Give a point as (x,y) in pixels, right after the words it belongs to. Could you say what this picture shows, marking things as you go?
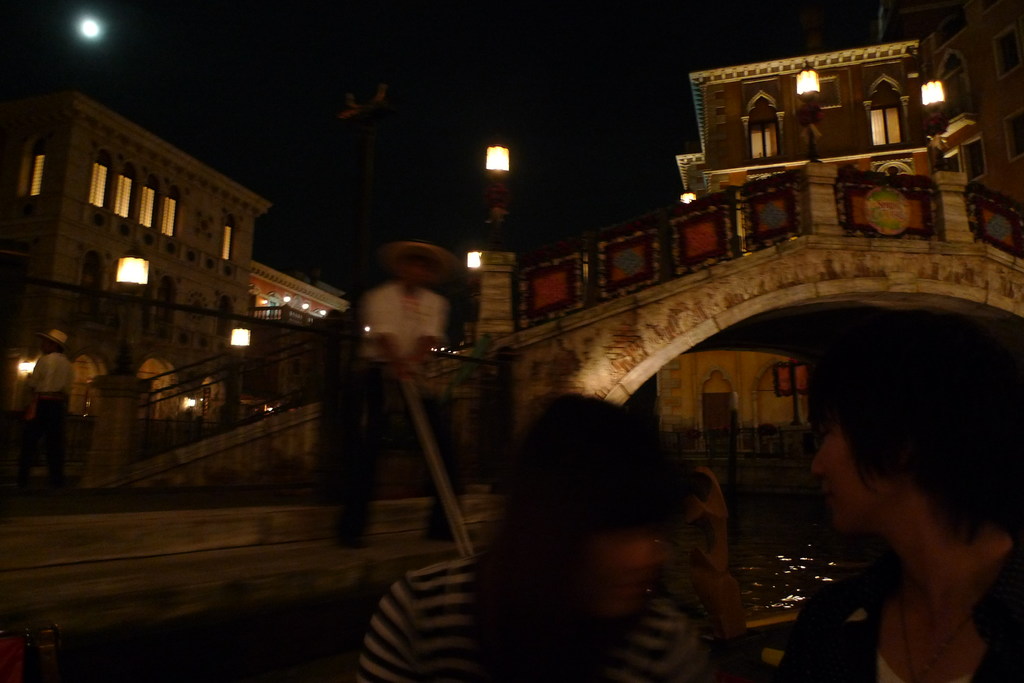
People (915,564) are present on a boat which is present on the water (263,606). There are buildings (144,361), stairs (175,393), bridge (791,229), lights (933,95) and moon (92,31) is present in the sky (118,34).
